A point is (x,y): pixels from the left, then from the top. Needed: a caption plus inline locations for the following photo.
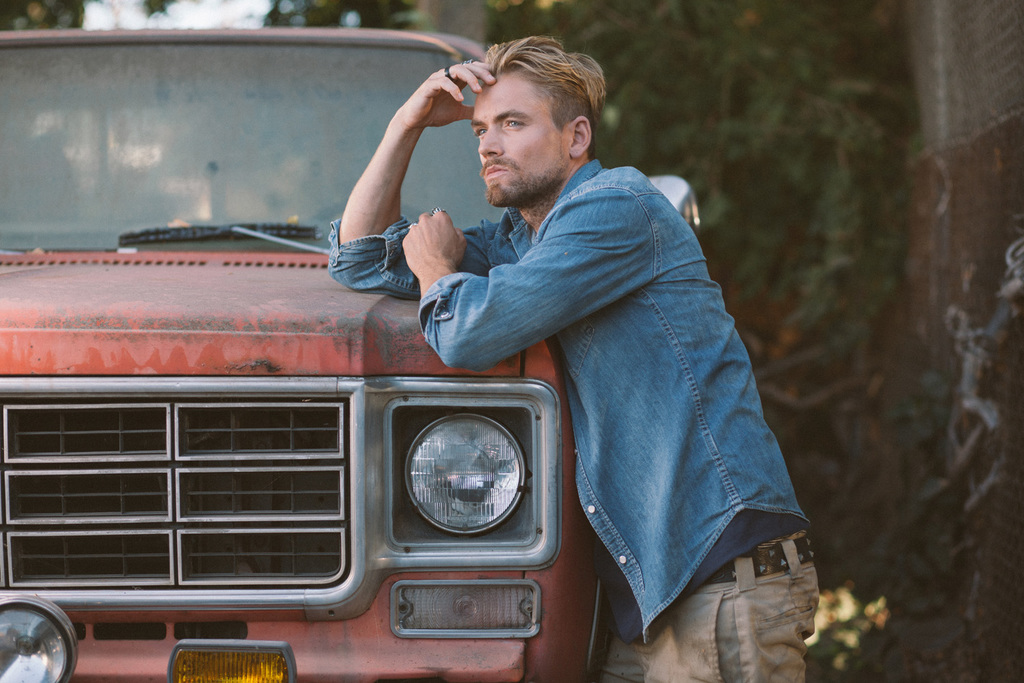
In this image, we can see a man (573,257) standing and there is a car (165,475), in the background (834,435) there are some green trees (763,146).
